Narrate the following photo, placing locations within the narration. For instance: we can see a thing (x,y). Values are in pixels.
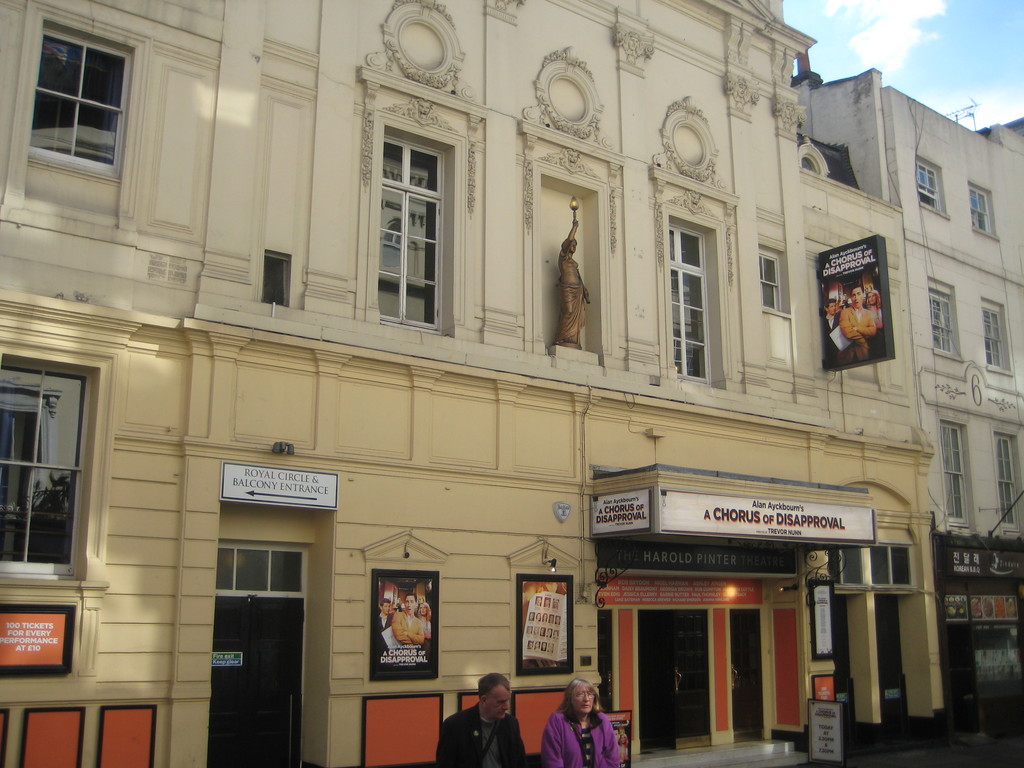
In this image I can see few buildings (552,229) and on it I can see number of boards (643,523). On these boards (867,308) I can see something is written and in the centre of this image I can see a sculpture (570,237). On the bottom side of the image (479,684) I can see two persons (560,717) and I can see both of them are wearing jackets (609,732). I can also see clouds (924,5) and the sky (903,84) on the top right corner of this image (936,20).
